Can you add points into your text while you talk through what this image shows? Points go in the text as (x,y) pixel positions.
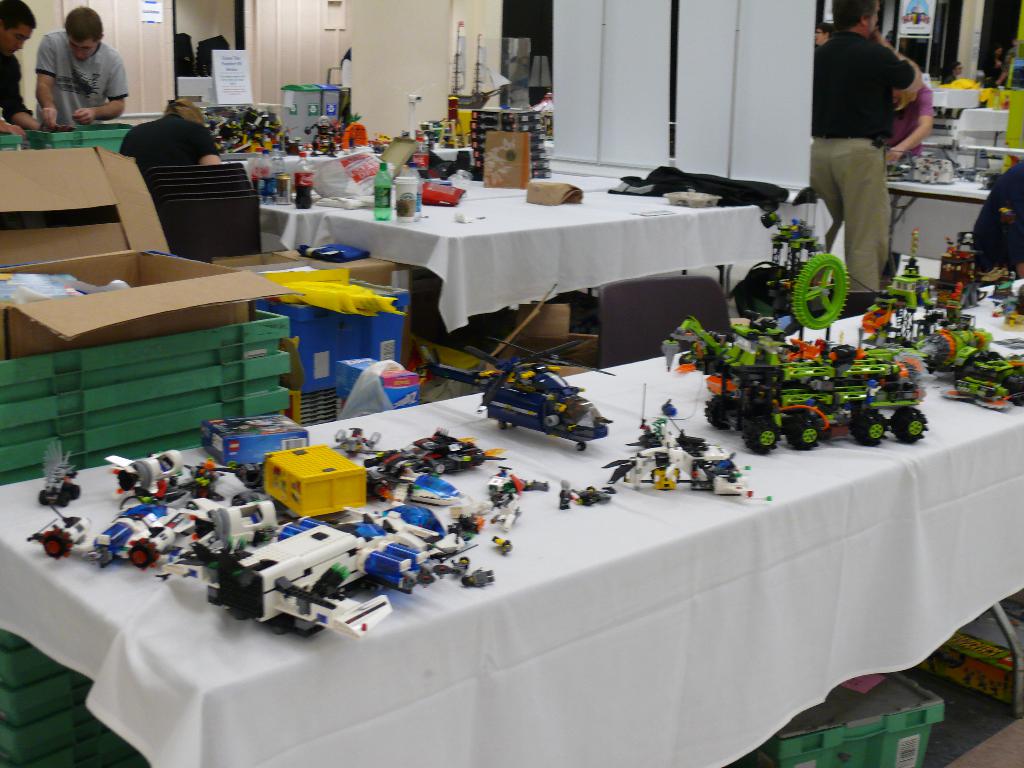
in this picture we see few tables (857,340) on the tables (58,632) we see few toys (584,411) and couple of them standing on the left (109,55) and a man (860,264) standing on the right (882,141) and we see few boxes (96,307) on the left side of the picture (104,437) and few boxes (807,720) under the tables (661,508) and we see, bottles (304,158) cups (406,195) on the table (516,193).
